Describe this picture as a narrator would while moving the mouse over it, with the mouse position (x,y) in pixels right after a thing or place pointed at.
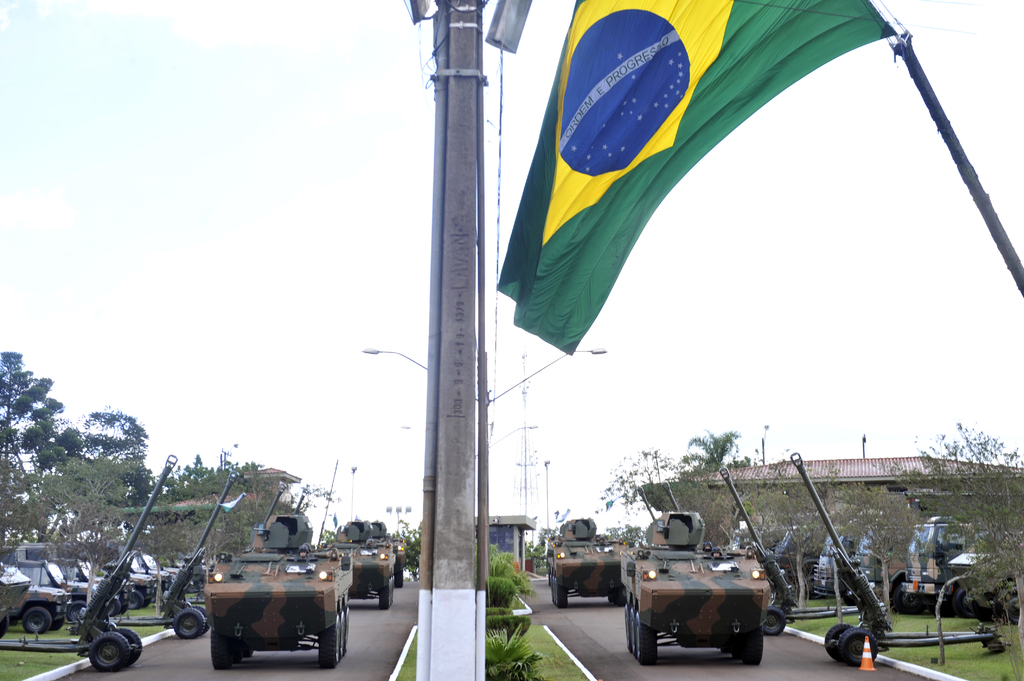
This is an outside view. Here I can see many vehicles (389,575) on the road (373,635). In the middle of the road (581,635) there is a divider (557,667) on which I can see some plants (503,617) and a pole (444,521). On the right (888,498) and left side of the image (165,493) I can see the trees (890,505). In the background (867,469) there is a building (857,468). On the top of the image (614,108) I can see the sky (225,119) and also there is a green color flag (599,192).
